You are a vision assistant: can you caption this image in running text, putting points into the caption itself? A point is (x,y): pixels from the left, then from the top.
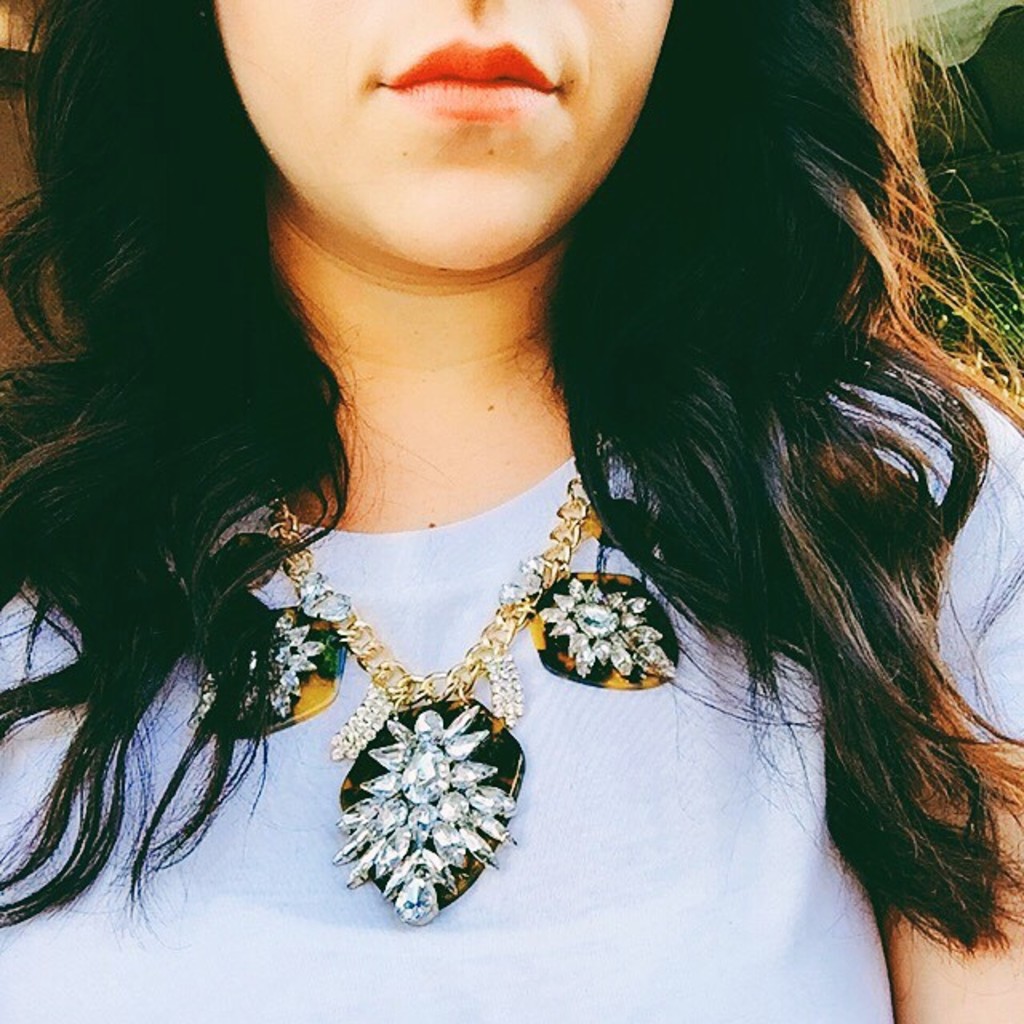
In this image we can see a woman (855,802) wearing a necklace (360,645).
